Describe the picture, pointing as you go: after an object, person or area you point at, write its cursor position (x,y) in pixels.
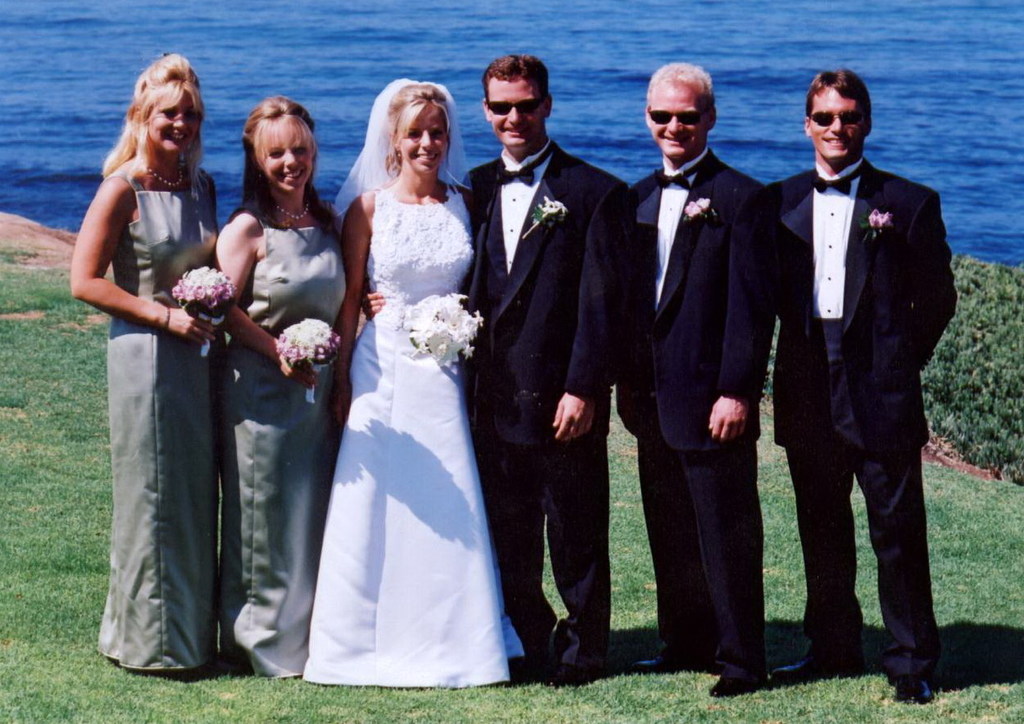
In this image I can see three women (307,268) and three men (611,271) are standing. I can see three women (440,371) are holding flower bouquets (421,331) in their hands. In the background (978,411) I can see few plants (961,392) which are green in color and the water (948,114).
